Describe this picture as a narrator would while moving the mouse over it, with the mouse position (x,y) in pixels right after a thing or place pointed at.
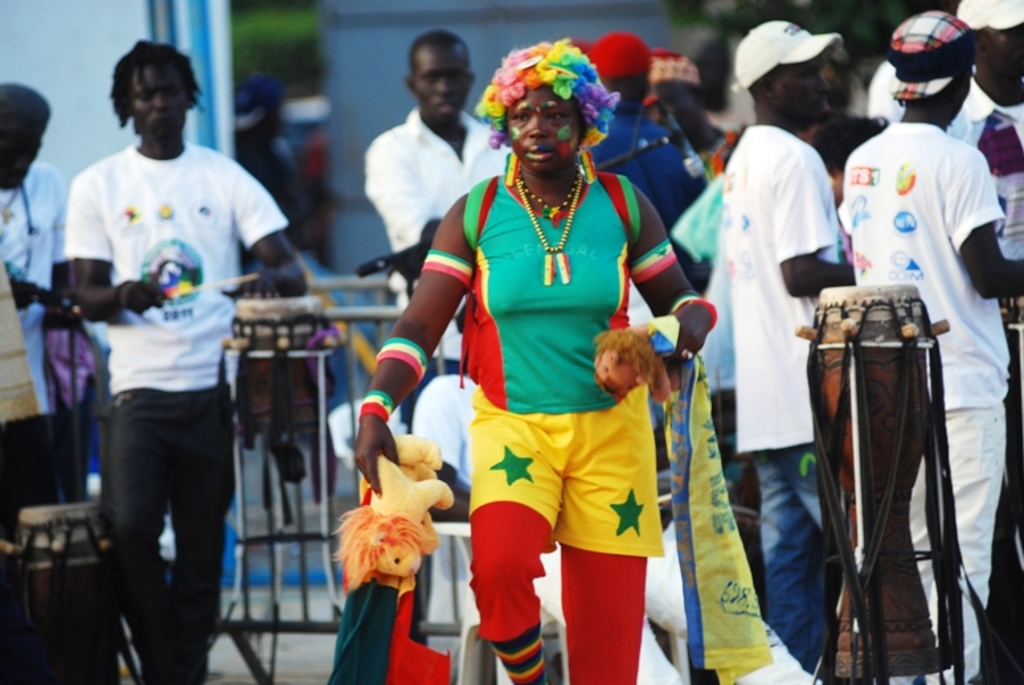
In the image we can see there are people (508,513) who are standing on the road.
